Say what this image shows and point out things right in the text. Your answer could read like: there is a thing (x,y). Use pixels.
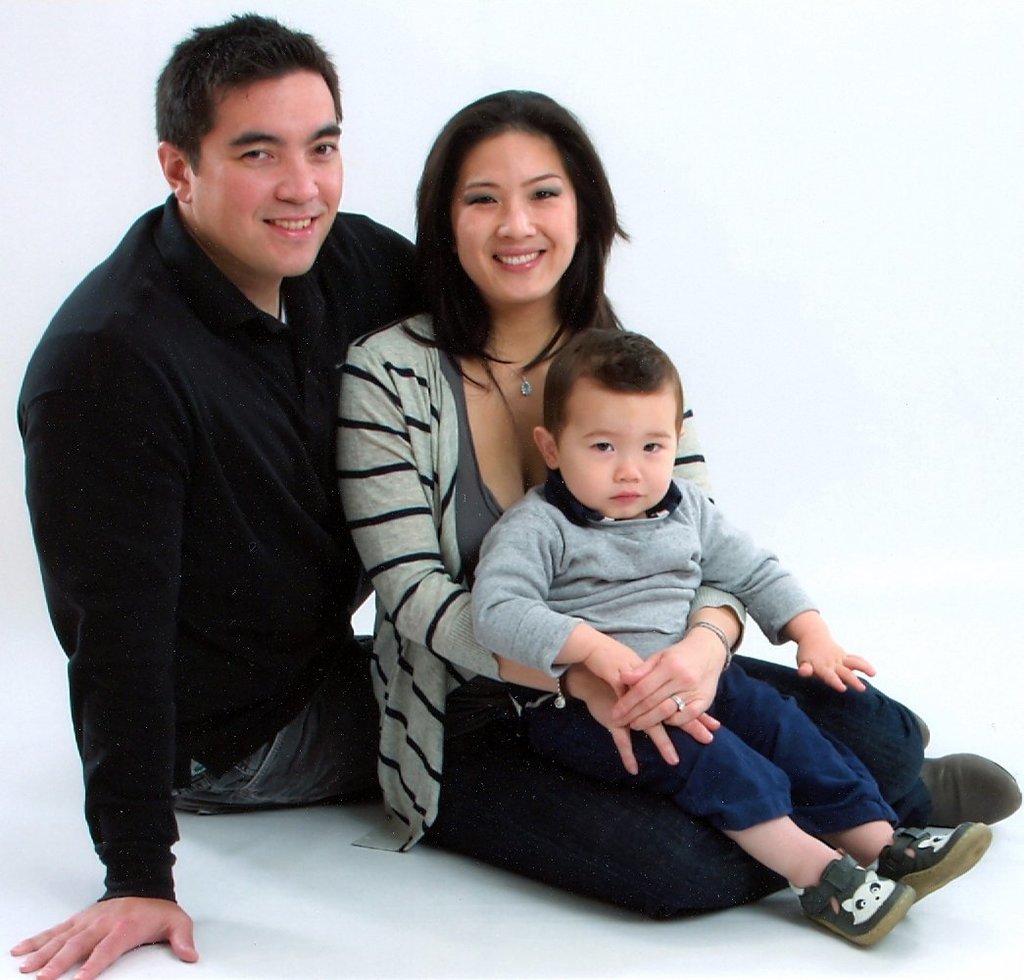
In this image we can see a man (334,617), lady (364,429) and a boy (526,598). At the bottom (548,898) there is a surface (504,889).
